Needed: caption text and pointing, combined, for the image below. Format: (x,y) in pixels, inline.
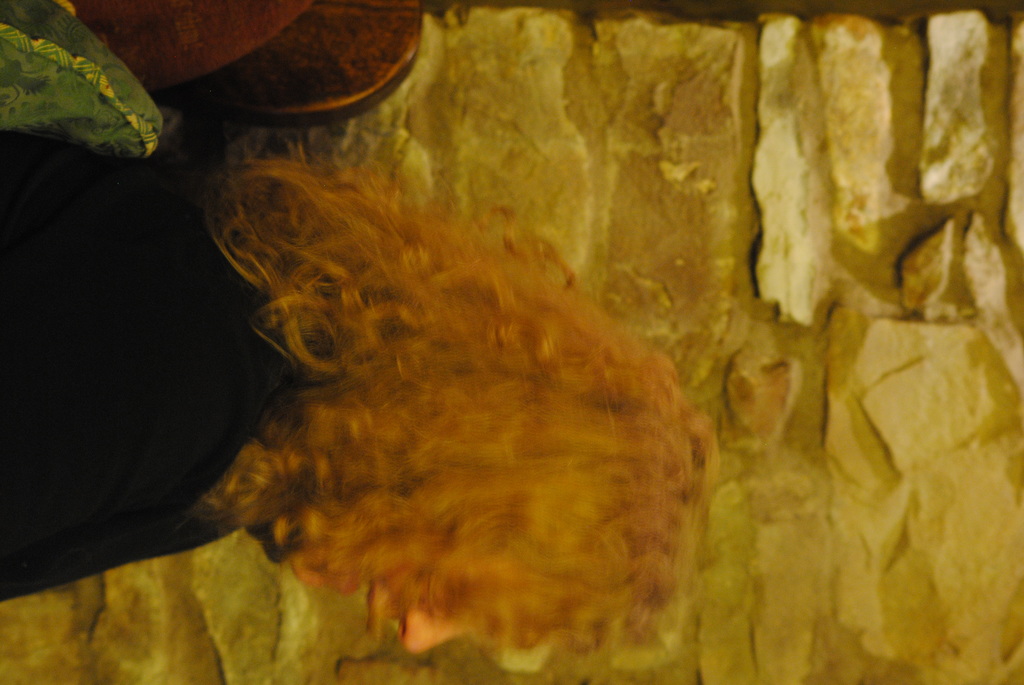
In the image there is a lady (119,378) with black dress (119,422) and brown color hair (443,448). Behind her there is a pillow (30,76). And also there is a brown color object (330,52). On the right side of the image (942,454) there is a wall (484,137).
